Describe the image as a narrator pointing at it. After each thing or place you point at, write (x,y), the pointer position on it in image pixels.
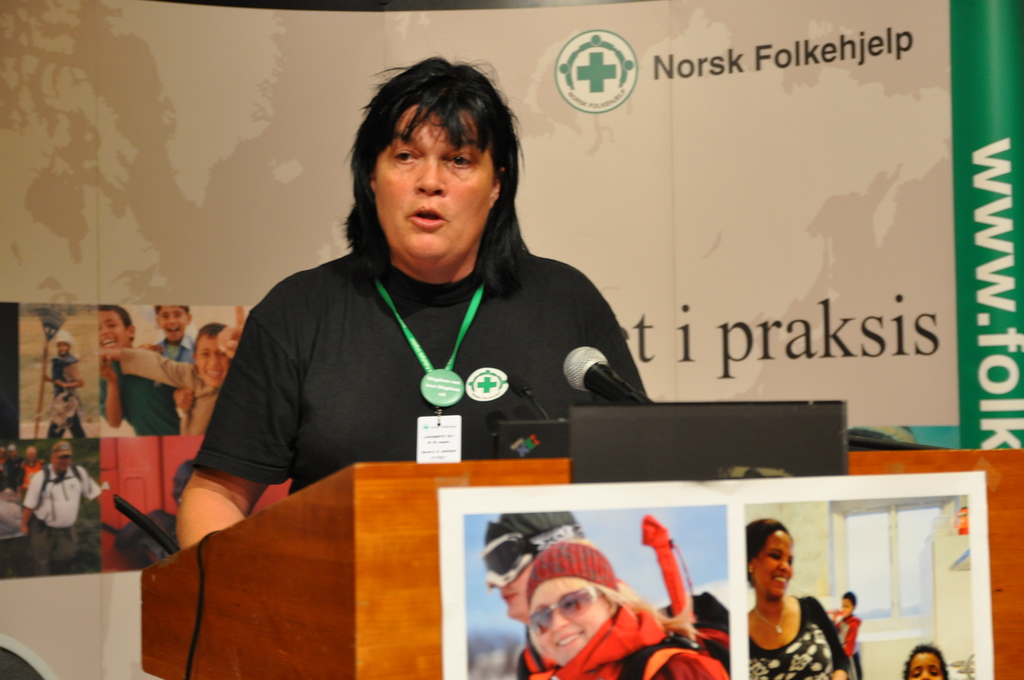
In this image we can see a person (509,271) standing beside a speaker stand (424,660) containing a mic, a device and some pictures (977,536) of some people (770,583) on it. On the backside (623,308) we can see a board (172,514) with the pictures (159,433) and some text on it.
